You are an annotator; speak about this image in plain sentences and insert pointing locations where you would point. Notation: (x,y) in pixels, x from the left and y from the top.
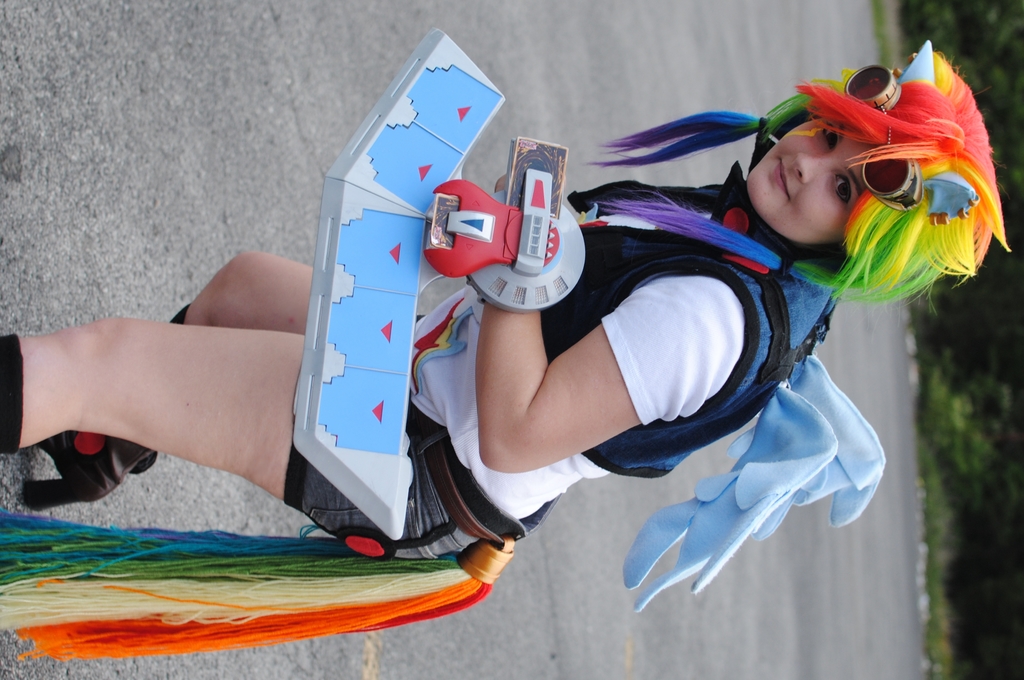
In the image there is a woman (451,395) in a cosplay attire (656,324) and colorful wig (976,215) standing on road (534,660), behind her there are trees (960,62), this is a vertical image.
